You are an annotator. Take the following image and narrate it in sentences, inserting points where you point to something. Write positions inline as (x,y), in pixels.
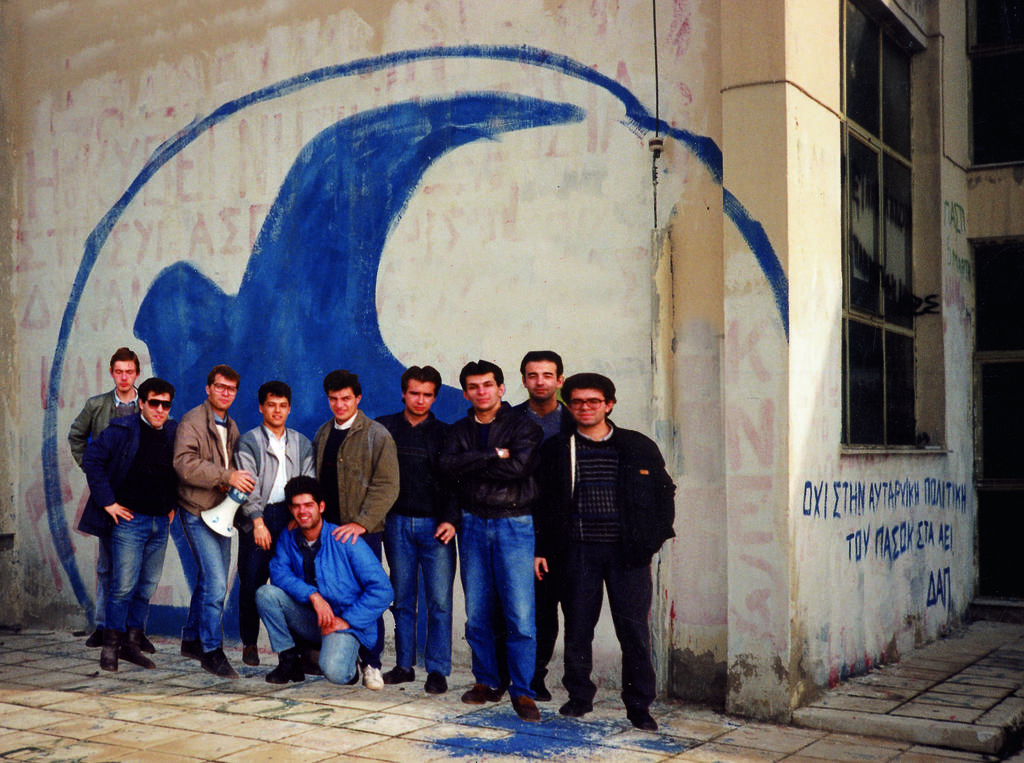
In this image we can see the people (228,450). We can also see the path (396,708). In the background (762,313) we can see the building (799,218) with a window (1002,137) and also the paint (318,367) and text (870,495) on the walls (855,504).
